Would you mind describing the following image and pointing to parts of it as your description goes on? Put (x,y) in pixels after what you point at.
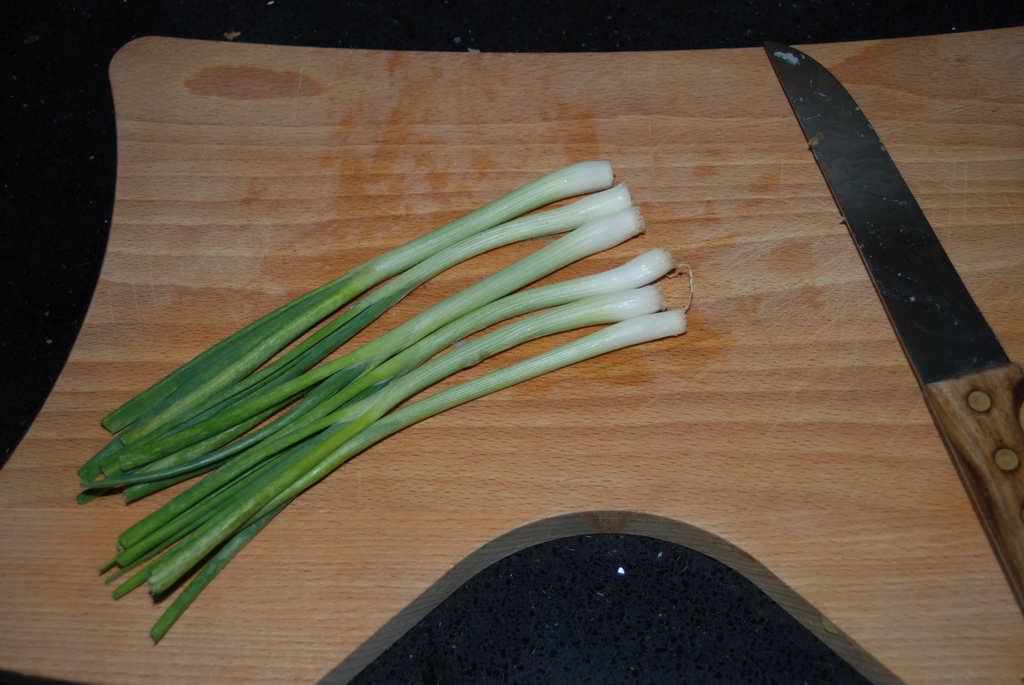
In this picture we can see a wooden plank (183,254), spring onions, knife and these all are placed on a platform (876,21).
